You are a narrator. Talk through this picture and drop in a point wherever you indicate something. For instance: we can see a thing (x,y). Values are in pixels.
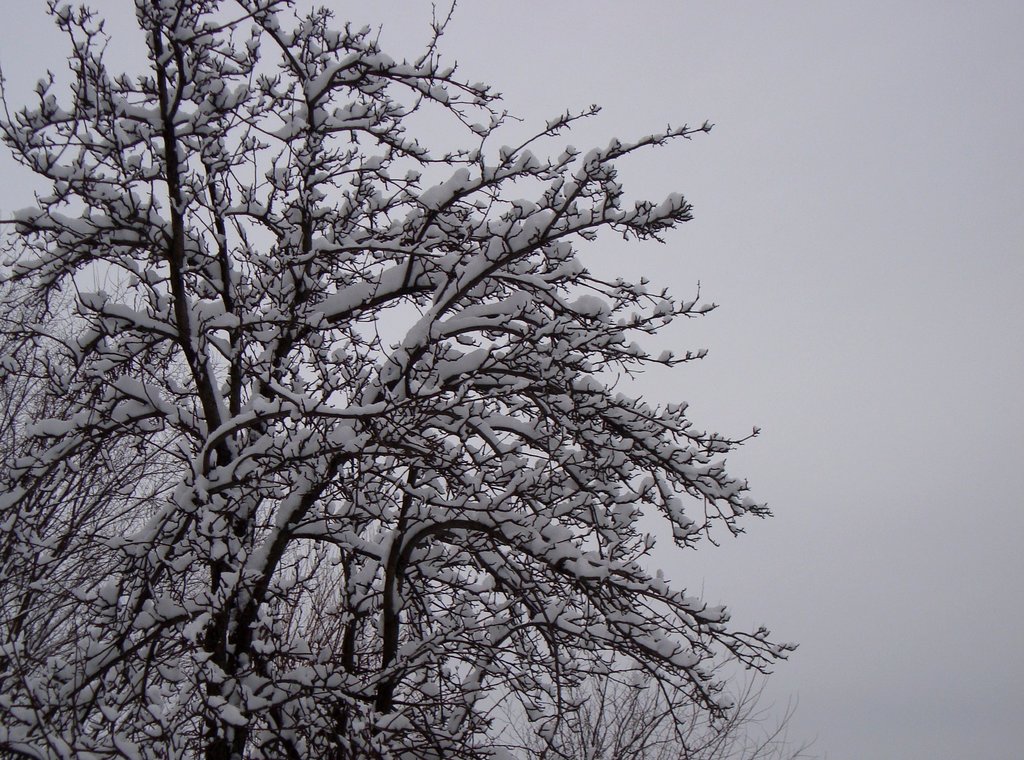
In this picture there are trees (276,650) and there is snow (538,213) on the trees (334,267). At the top (891,59) there is sky (786,110).
